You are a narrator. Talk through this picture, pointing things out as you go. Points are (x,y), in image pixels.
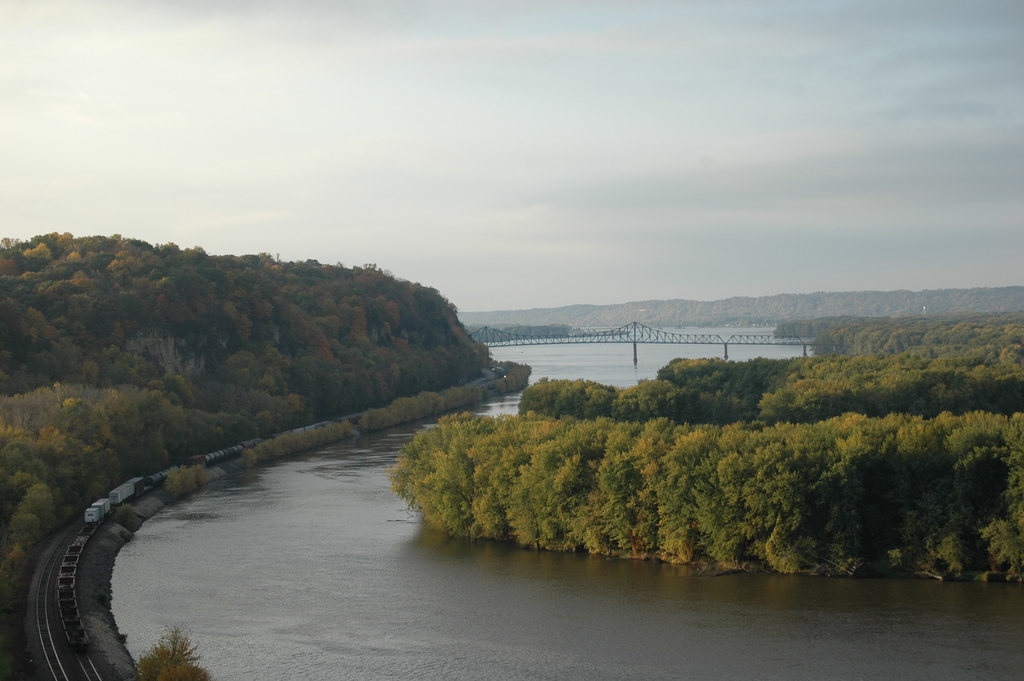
In this picture, we can see trees (754,383), bridge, rail track (96,669), train (233,452), water (779,346), plants (891,310) and the sky (650,130) with clouds (668,145).
